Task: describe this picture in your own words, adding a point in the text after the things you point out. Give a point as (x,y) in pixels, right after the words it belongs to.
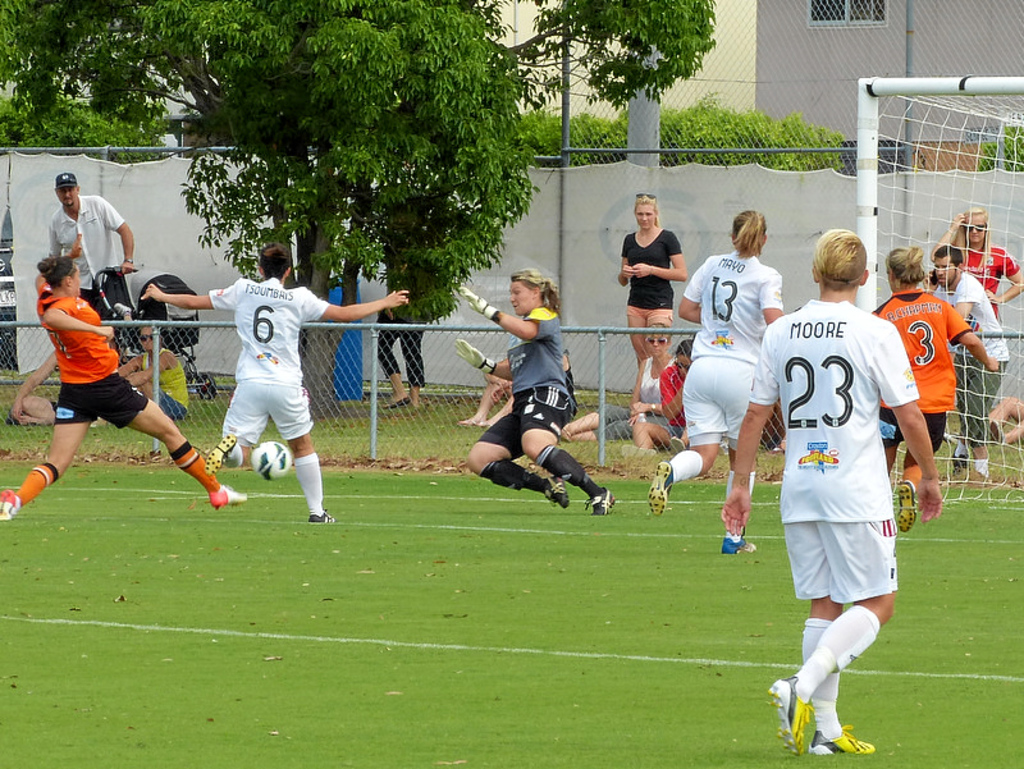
In this image it looks like it is a football match. There are players (499,443) who are running on the ground (695,512). On the left side (173,446) there are two players (237,430) who are trying to kick the ball (260,463). On the right side (931,149) there is a goal post (952,127). In the middle (521,358) there is a goalkeeper (520,381) who is trying to stop the ball (275,452). In the background (498,359) there is fence (375,388). Behind the fence (407,368) there are trees (372,173) and few people (113,214) who are standing on the ground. On the right side (862,44) top corner there is a building (786,71).
